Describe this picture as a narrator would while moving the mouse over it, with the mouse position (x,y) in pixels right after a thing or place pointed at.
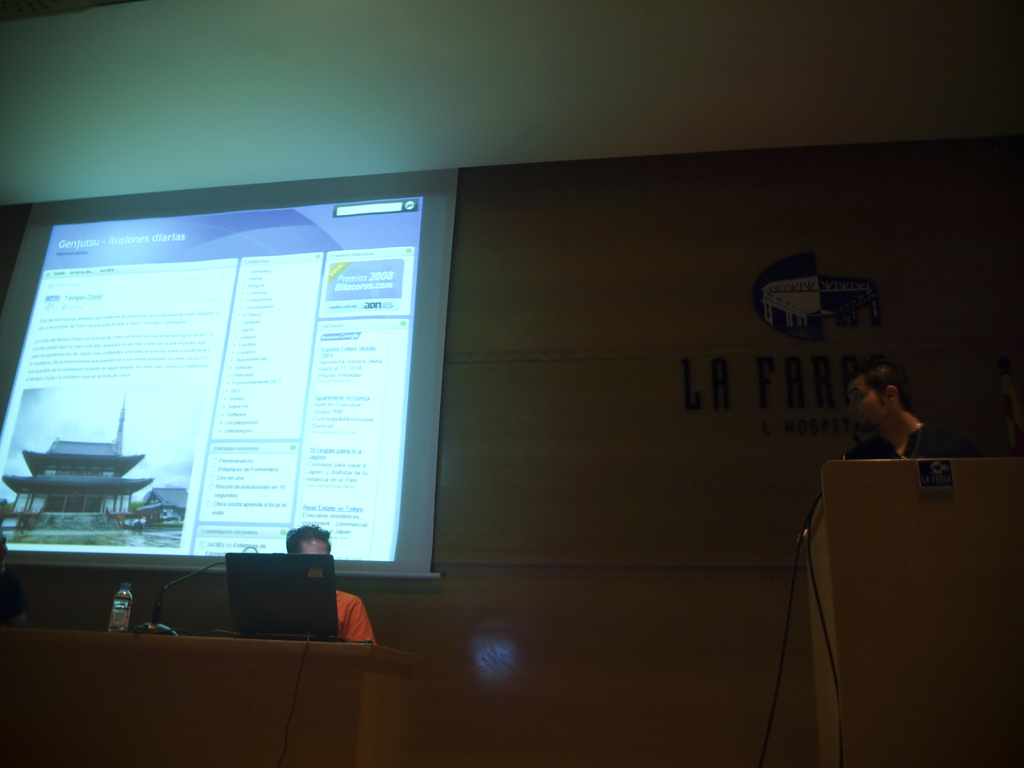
In this image I can see two persons (340,596) in front of a table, laptop (334,605) and a bottle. In the background (211,586) I can see a screen (410,360) and a wall (577,297). This image is taken in a hall (688,486).
